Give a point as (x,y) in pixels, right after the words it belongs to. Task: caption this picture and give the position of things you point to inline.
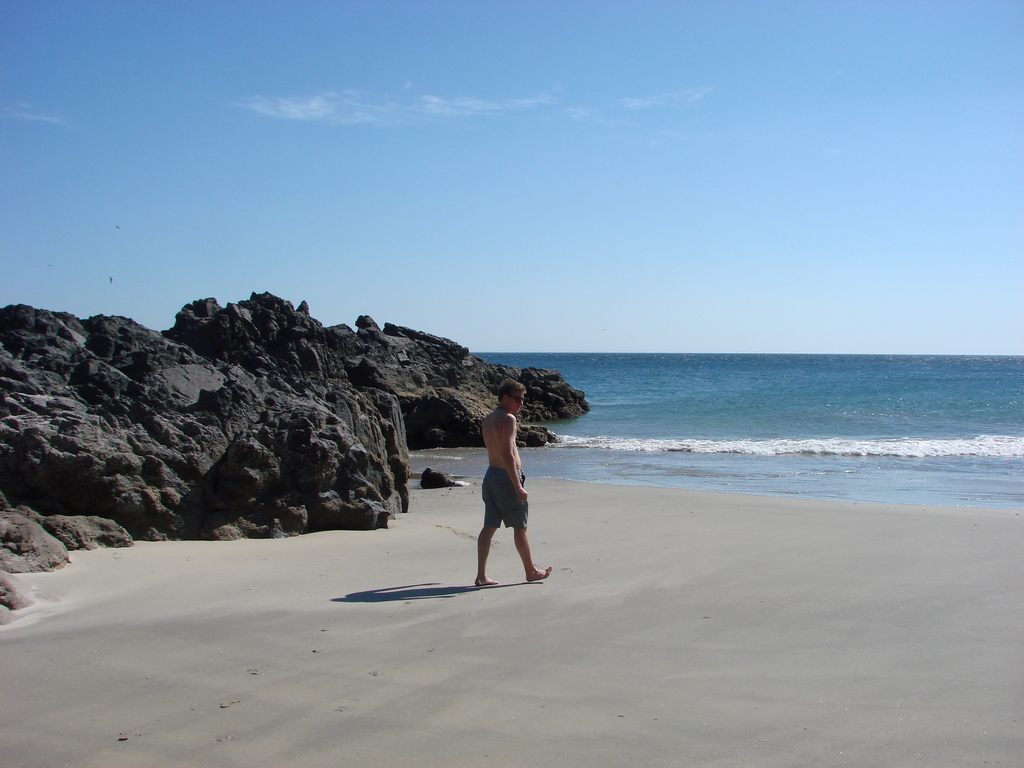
In this image we can see a person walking on the sea shore (550,554) and beside there are some rocks (238,448) and at the top (760,250) we can see the sky (635,111).
